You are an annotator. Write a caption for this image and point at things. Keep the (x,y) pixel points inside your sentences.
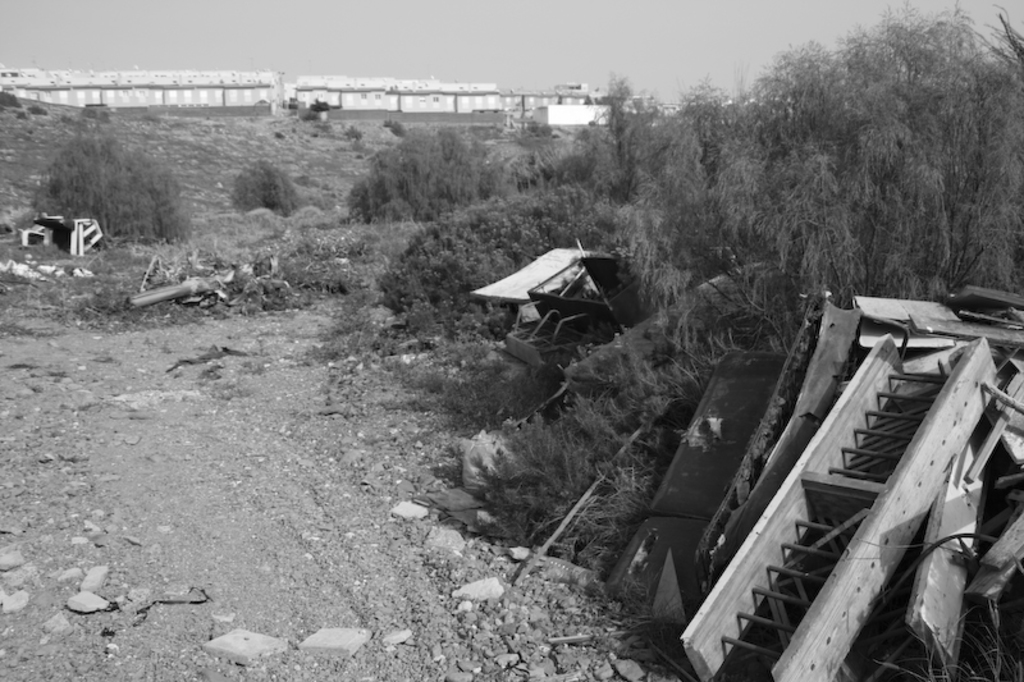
In this image there are some waste objects (539,314), few stones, few plants (461,151), trees (409,152), buildings (495,95) and the sky (625,72).
